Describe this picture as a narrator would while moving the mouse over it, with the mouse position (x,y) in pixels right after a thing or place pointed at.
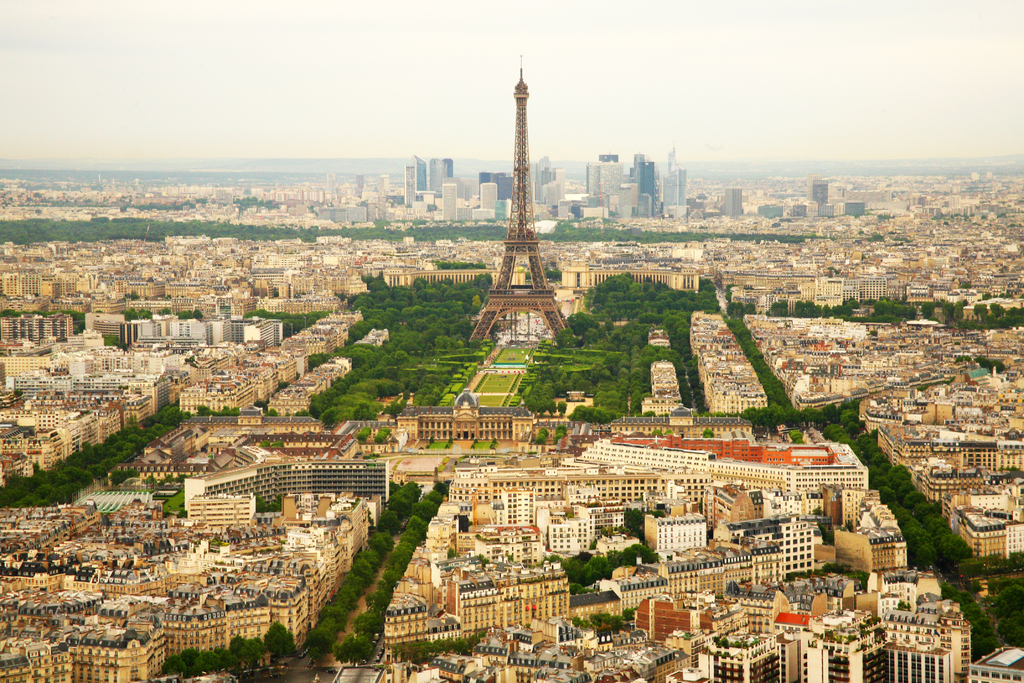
In this image we can see the aerial view of a city (345,451). In the city (289,390) we can see roads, buildings (332,542), trees (384,593), grounds (498,398), Eiffel tower (516,270), skyscrapers (503,174) and sky (345,74).
